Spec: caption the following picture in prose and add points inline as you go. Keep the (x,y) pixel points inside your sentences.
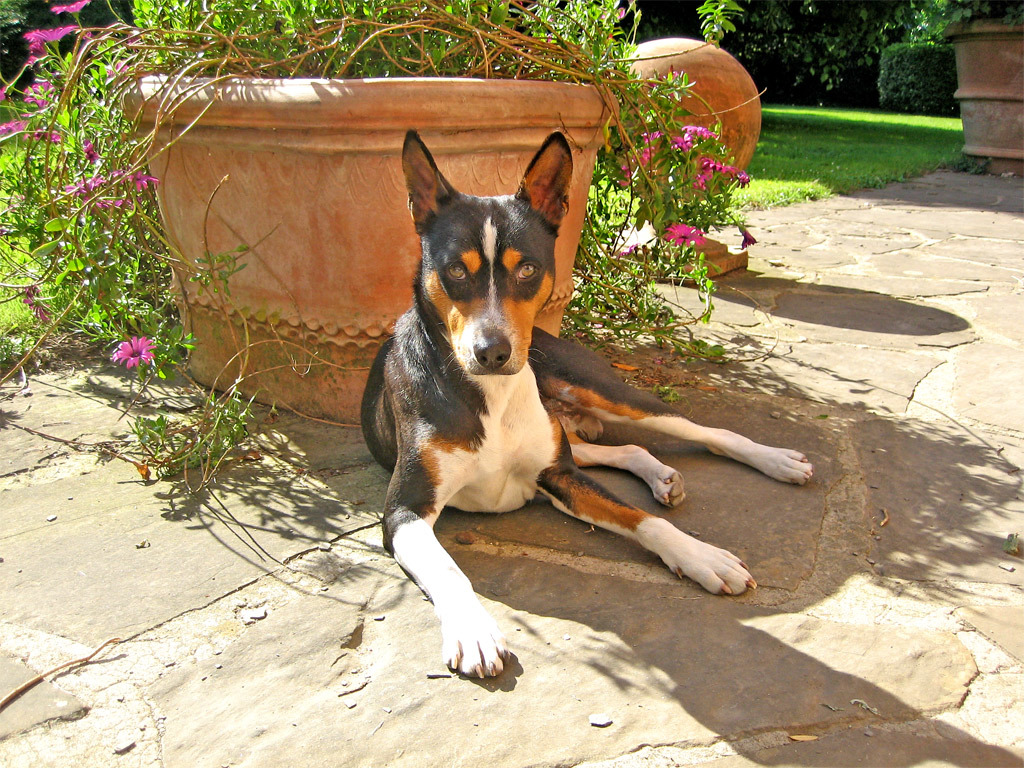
In this image in the center (437,350) there is one dog (451,329) and in the background (259,232) there is a flower pot (473,118), plant (654,100) and some grass (783,170) at the bottom (425,686) there is a walkway (899,308). On the top of the right corner (993,74) there is another flower pot (958,70), plants (816,59) and grass (809,173).
